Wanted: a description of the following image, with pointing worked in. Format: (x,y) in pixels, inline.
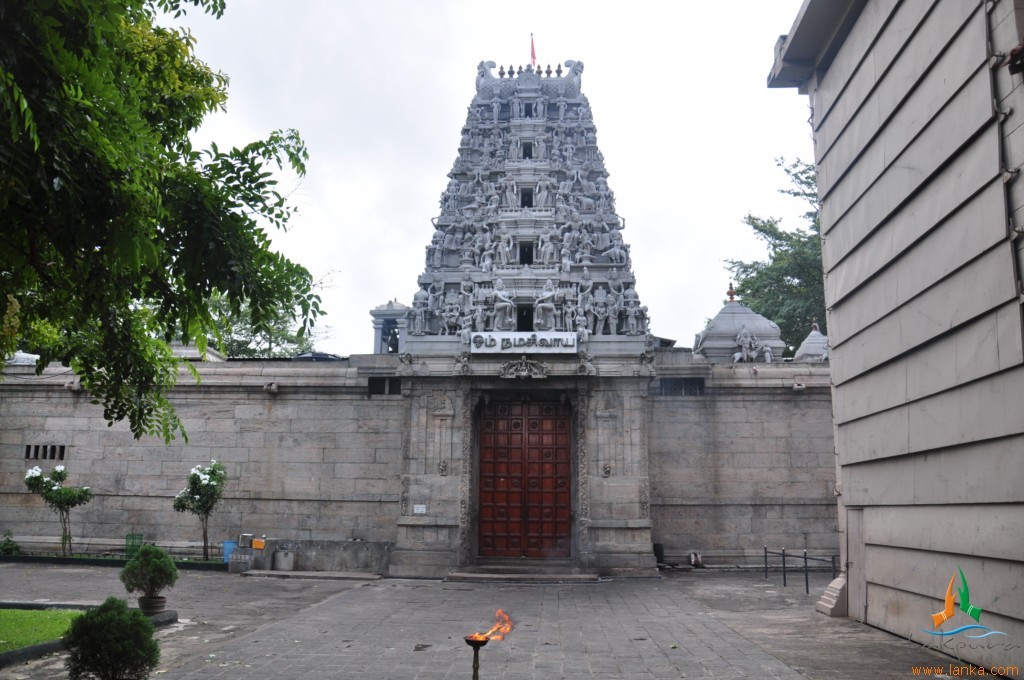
In the center of the image (562,359) there is a temple (454,308) and we can see a door (499,451). On the right (908,248) there is a wall (916,302). On the left (88,242) there are trees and plants (84,626). In the background (379,108) there is sky (429,57).
